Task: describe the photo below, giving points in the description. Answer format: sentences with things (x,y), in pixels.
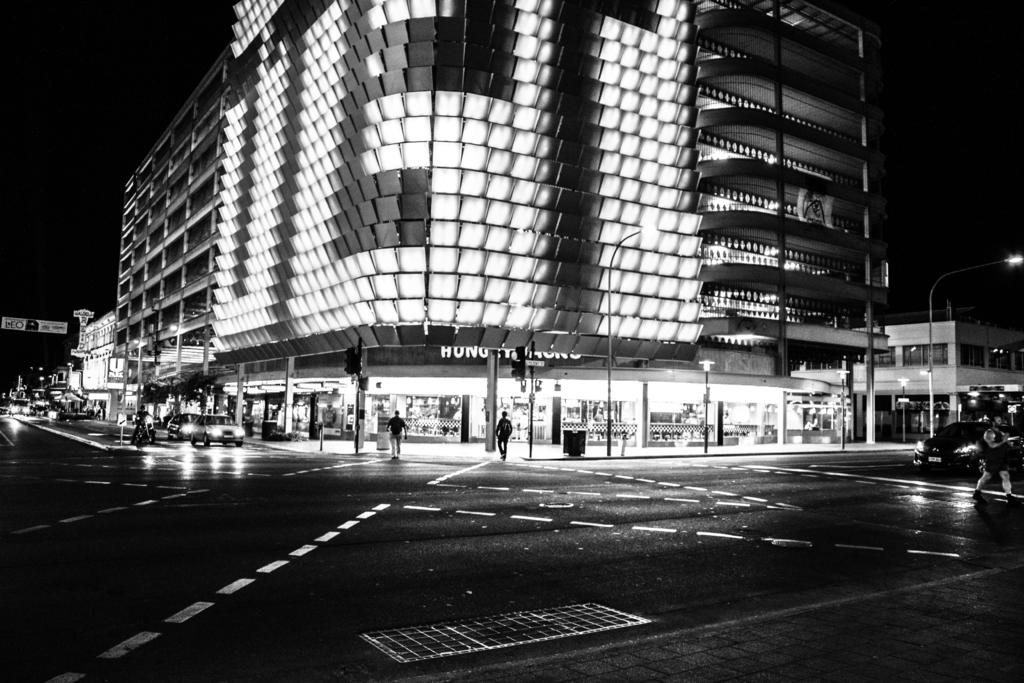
This image consists of a building (338,258). At the bottom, there are shops (739,424). And we can see many vehicles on the road (515,608). On the right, we can see a street light (930,363). And there are few persons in this image.
